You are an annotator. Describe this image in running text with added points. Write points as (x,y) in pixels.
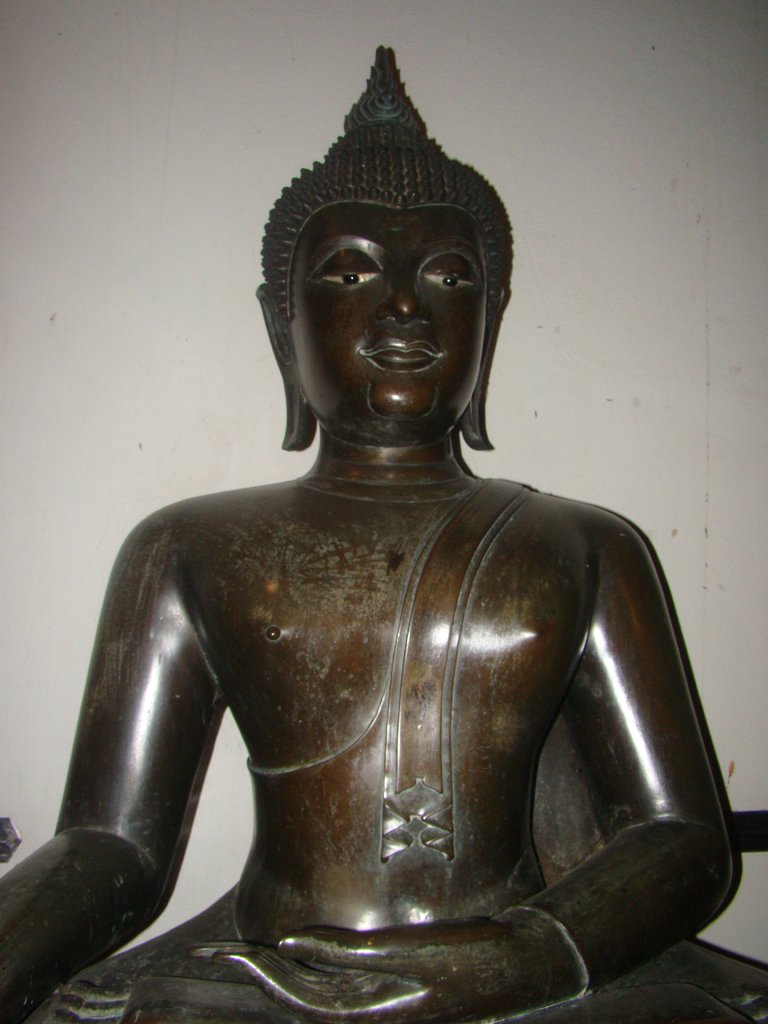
In this image we can see the Buddha statue (380,884) here. In the background (645,244), we can see the white color wall (235,330).
